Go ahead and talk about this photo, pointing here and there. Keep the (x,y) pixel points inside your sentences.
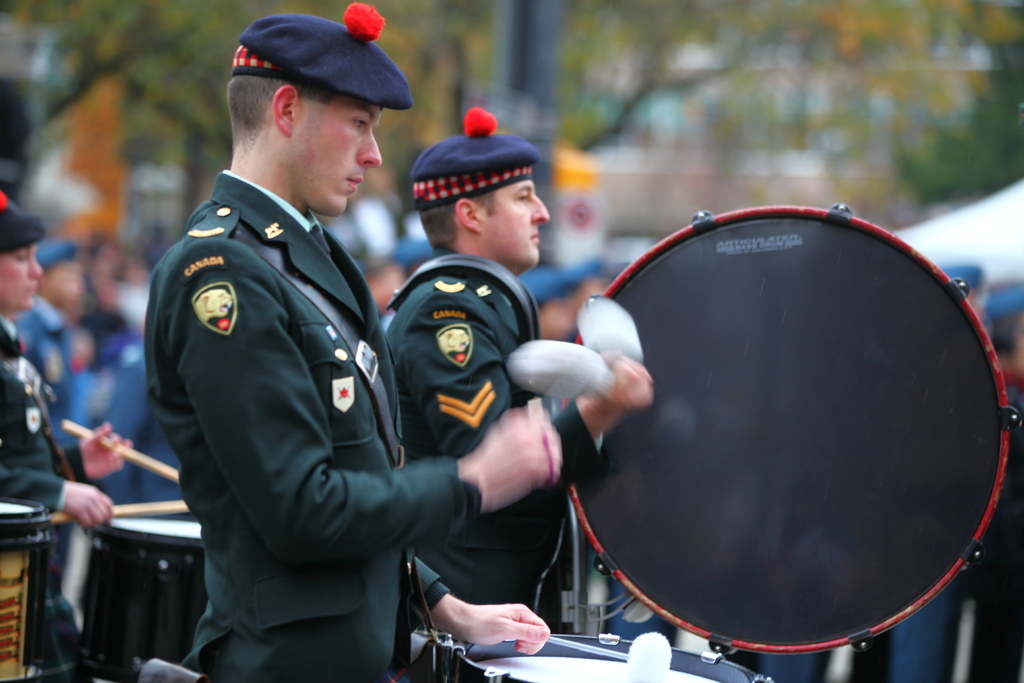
In the foreground of the image (363,337) there are people (529,295) playing drums (676,323). In the background of the image (472,7) there are trees (120,4).
